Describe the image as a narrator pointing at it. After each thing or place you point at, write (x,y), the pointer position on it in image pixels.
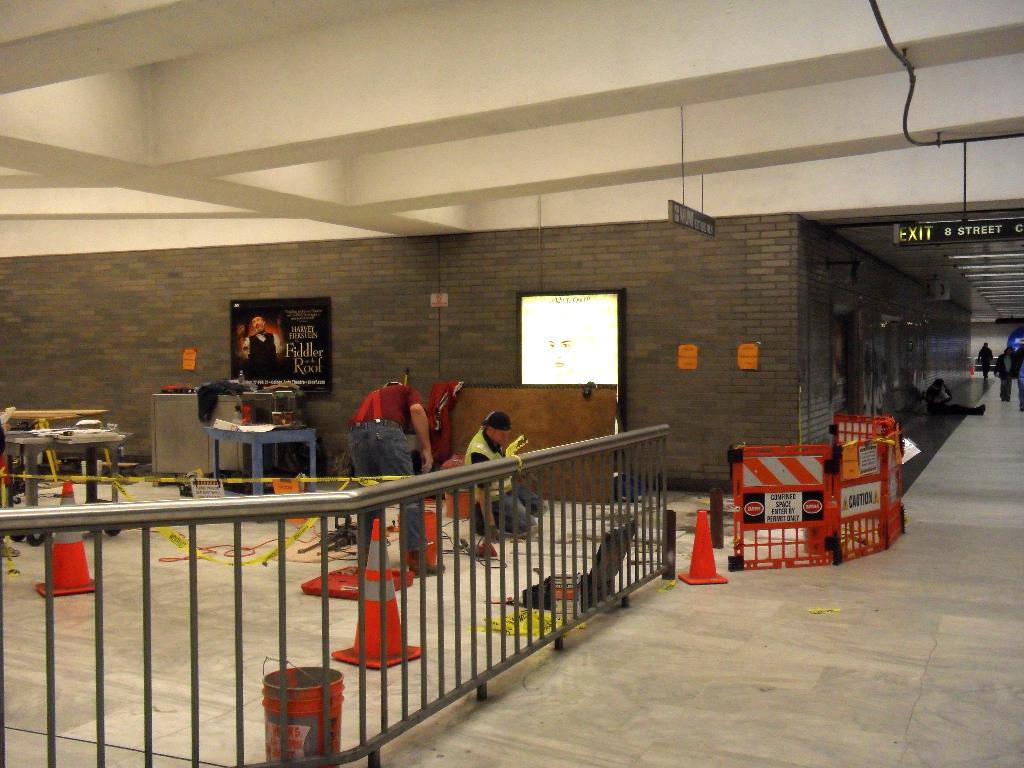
In this image we can see some people (500,437) on the floor (463,601). We can also see the fence (650,529), a bucket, the traffic poles (81,542), wires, ribbons (262,480), some objects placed on the tables (212,468), a display screen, a board (308,315) on a wall (218,337) with some text (311,355) on it, the sign boards (762,513) and a roof (641,173) with some ceiling lights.
